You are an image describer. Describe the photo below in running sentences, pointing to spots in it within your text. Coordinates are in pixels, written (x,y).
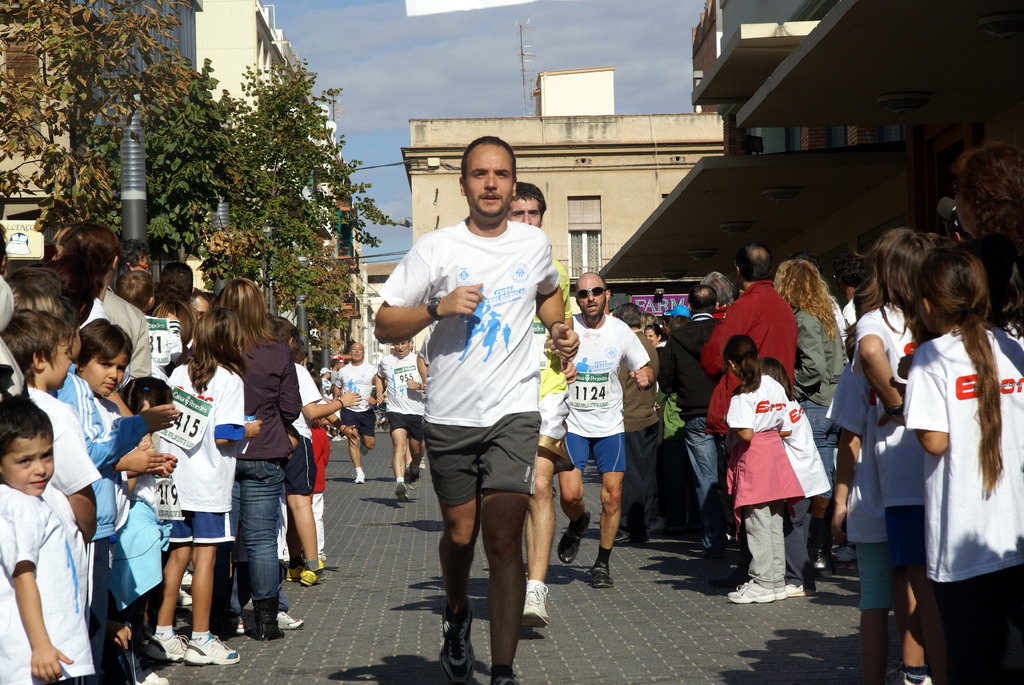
In this image I can see the group of people (758,416) with different color dresses (442,414). I can see few people (567,433) attach stickers (412,372) to the dresses (624,418). To the side of these people (400,485) I can see the poles (129,230), trees (162,221) and many buildings (805,209). In the background (399,102) I can see the sky (387,79).
